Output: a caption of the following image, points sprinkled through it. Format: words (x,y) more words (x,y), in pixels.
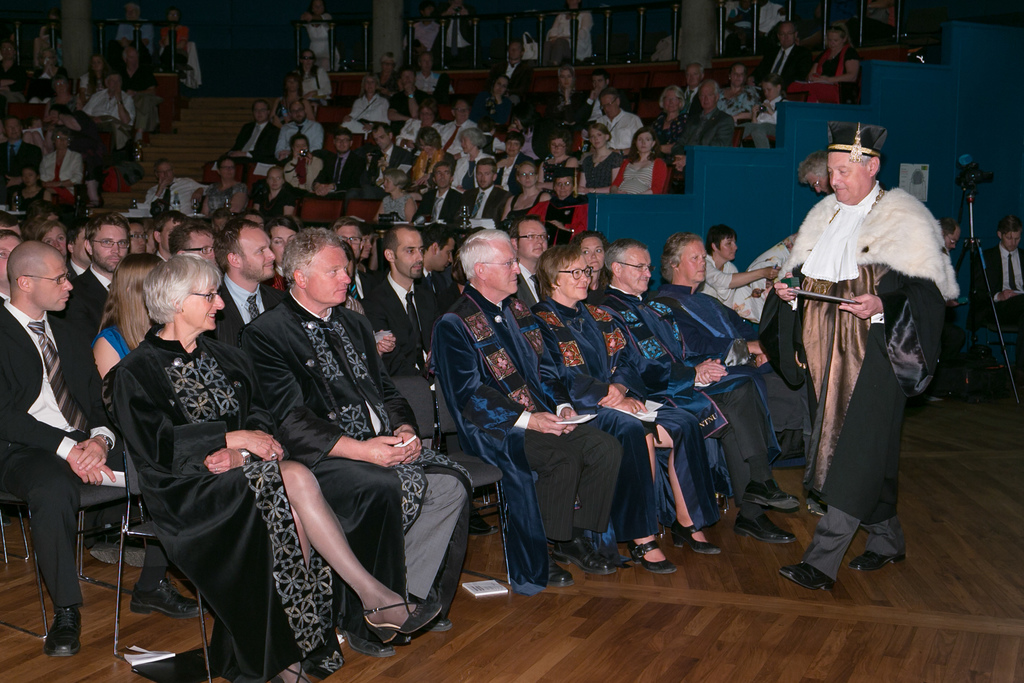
In this picture I can see few people (299,242) are sitting in the chairs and I can see a man (867,384) walking, holding a paper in his hand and I can see another man (812,167) standing in the back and I can see a camera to the stand (977,243).
